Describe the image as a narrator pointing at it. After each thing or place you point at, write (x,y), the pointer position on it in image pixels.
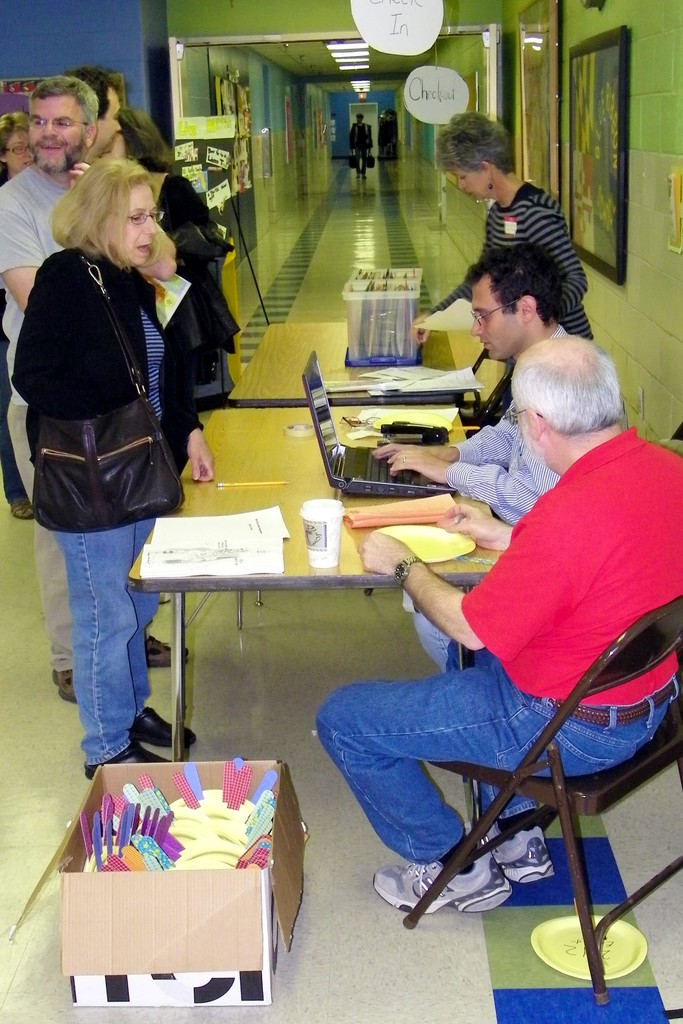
On the right side (587,532), a man (607,510) in red color shirt (609,506), sitting and holding a plate (406,528) on the table (457,565). Beside him, there is another person (502,343) sitting and working with the laptop (377,468) on the table (315,480). There are some other materials (235,545) on the table (284,473). On the left hand side (114,220), a woman (114,229) is standing and talking. In the background (63,177), there are group of people (77,95) standing, a man (488,147) standing, a man (365,136) walking, sign (389,32), lights (363,60), notice board (239,170), photo frames (534,115) on the wall (639,60) and some other materials (363,298).
